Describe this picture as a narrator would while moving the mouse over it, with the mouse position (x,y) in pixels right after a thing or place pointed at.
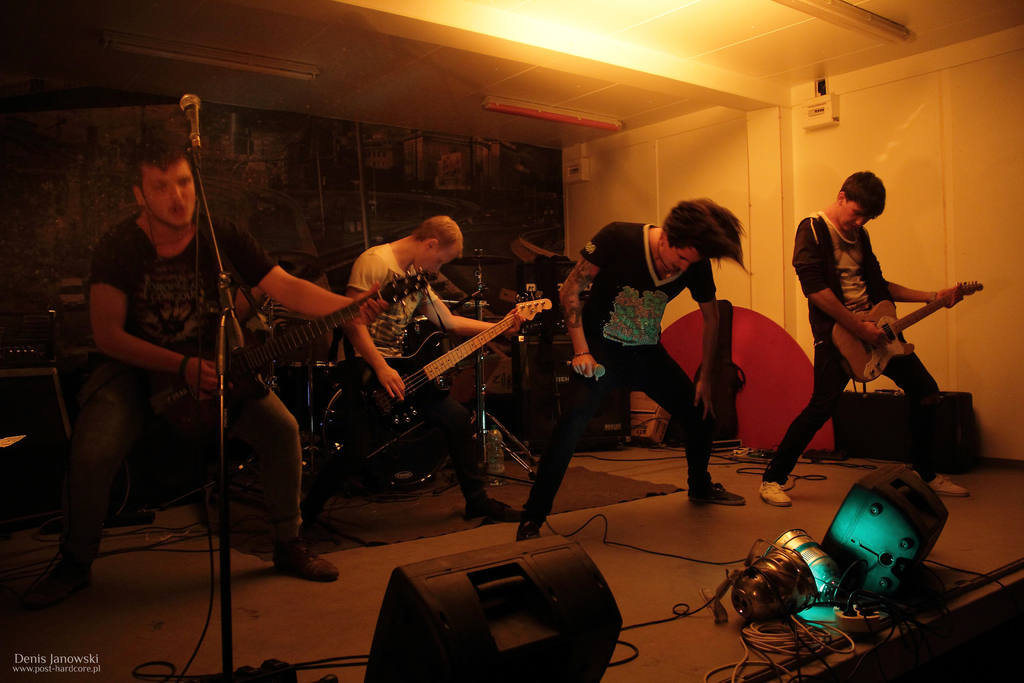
In this image, There are some people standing and they are holding some music instruments (439,364), In the left side (223,416) there is a microphone (230,531) which is in black color, In the background (957,133) there is a wall (821,147) which is in white color, In the top (579,42) there is a light (567,45) in yellow color.
